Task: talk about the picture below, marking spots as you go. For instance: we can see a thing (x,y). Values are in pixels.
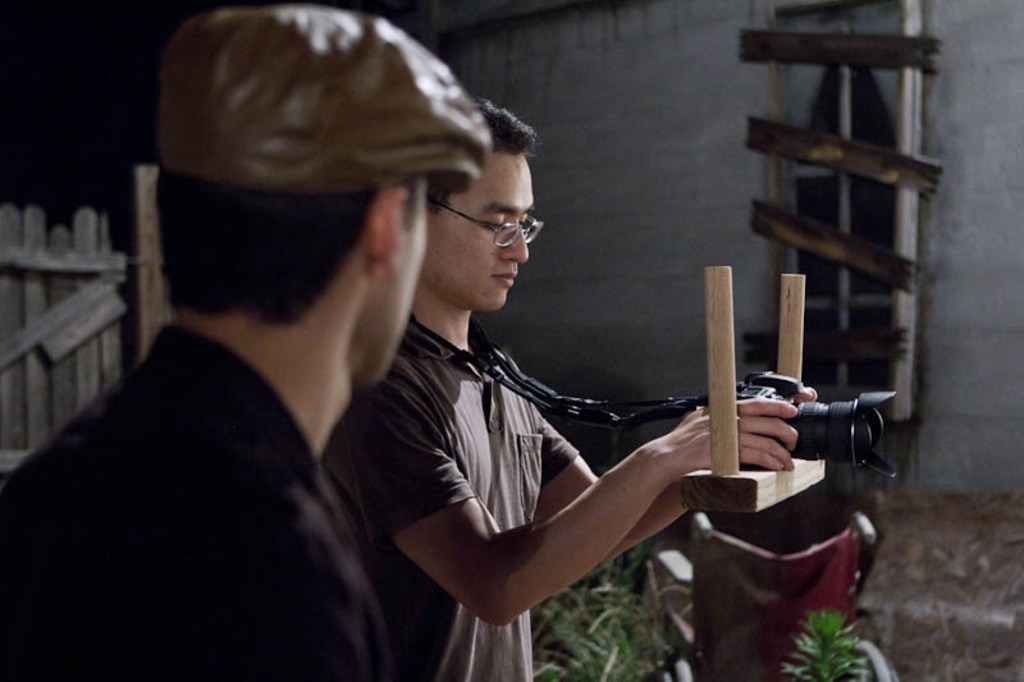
In this image there is a person (445,389) putting the camera (872,464) on the wooden object (803,477). Beside him there is another person (241,658). There is a chair (715,592). There are plants (624,655). In the background of the image (821,190) there is a glass window (809,183). There are wooden planks (874,176) on the wall (917,368). There is a wooden fence (53,414).
